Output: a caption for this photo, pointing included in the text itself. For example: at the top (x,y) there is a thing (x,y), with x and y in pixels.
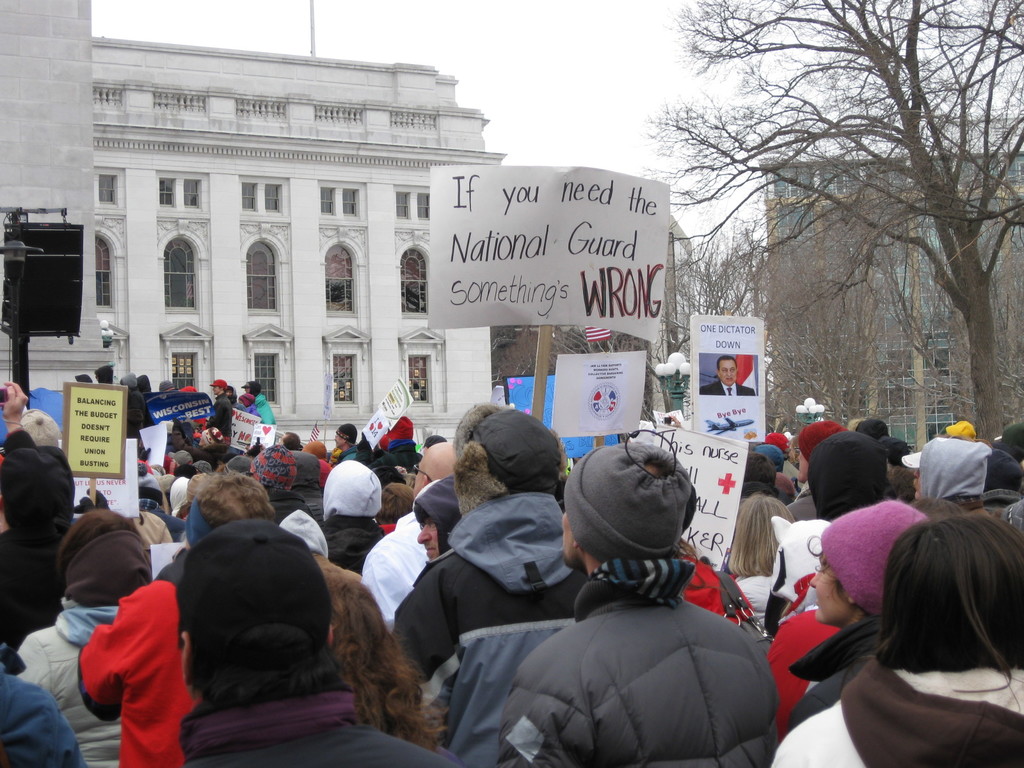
In this picture there are buildings (160,192) and trees (910,321). In the foreground (76,721) there are group of people (430,445) standing and few people (497,511) are holding the placards (584,354) and there is text (468,235) and there is a photo (731,381) of a person (717,396) on the placards (740,422). On the left side of the image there is a speaker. At the back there is a flag (598,339). At the top (555,85) there is sky (532,67).
